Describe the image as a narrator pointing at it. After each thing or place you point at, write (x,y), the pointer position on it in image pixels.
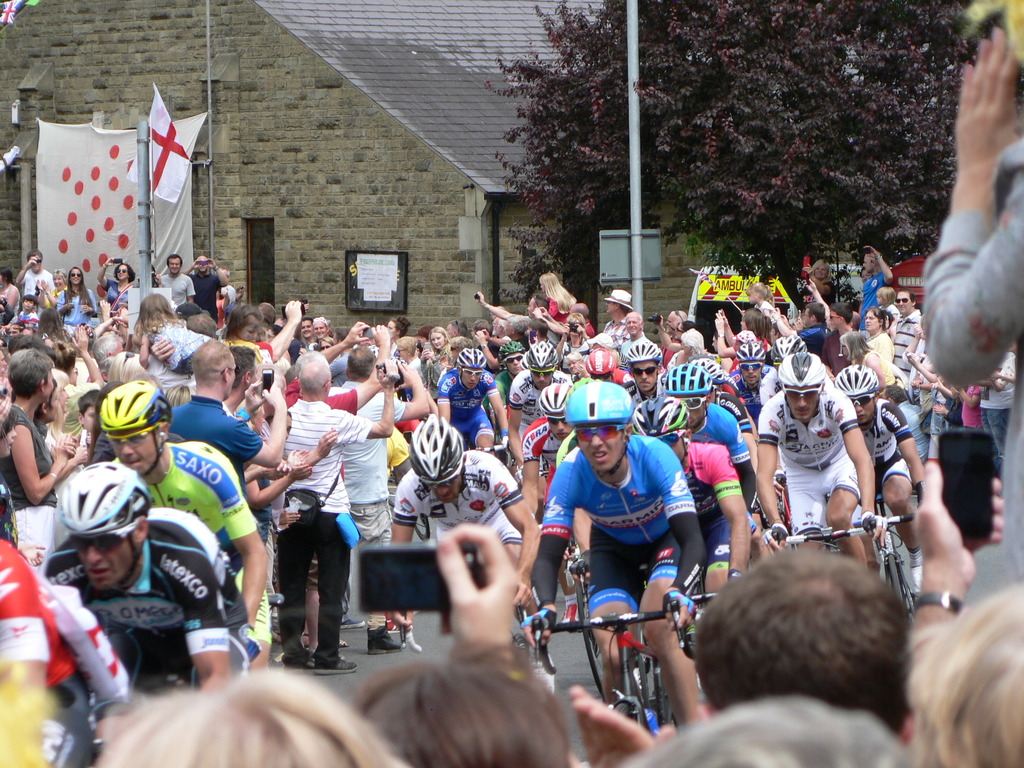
In this picture group of people (214,330) standing. Few persons (92,567) sitting on the bicycle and riding bicycle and wear helmet (439,436). These persons (411,411) holding mobile (409,580). On the background (396,175) we can see wall (340,248), flag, Banner (163,210), board (357,266), trees (650,132). There is a pole (634,121).
